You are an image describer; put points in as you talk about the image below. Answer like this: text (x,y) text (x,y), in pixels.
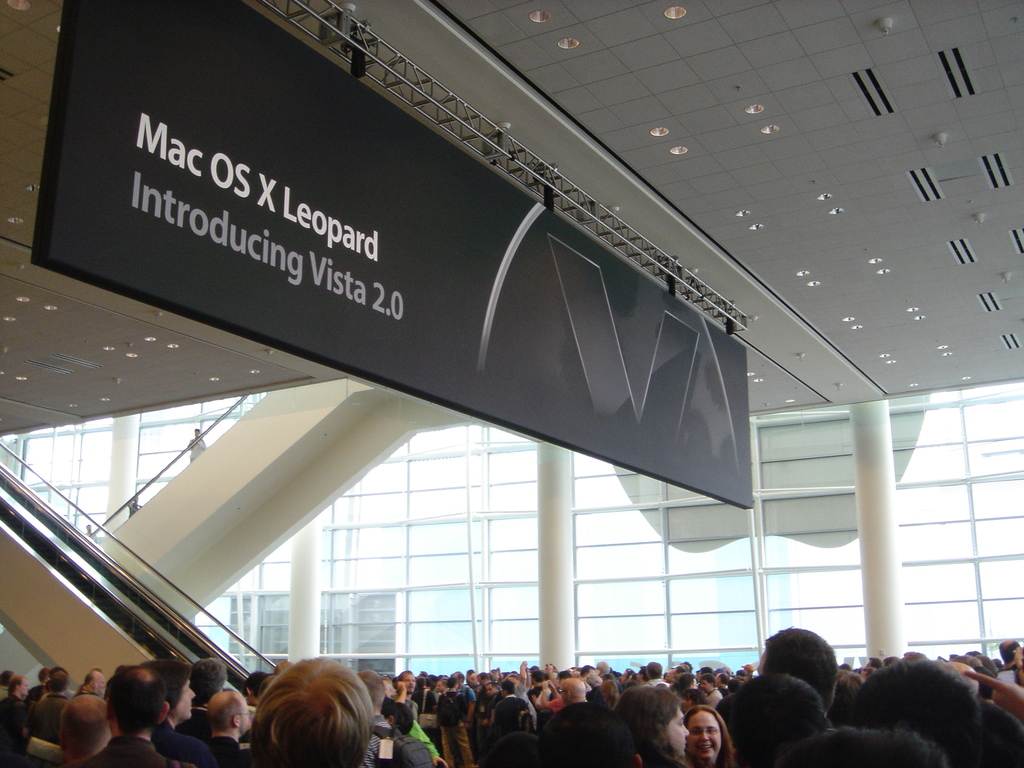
At the bottom of the picture (340,745), we see people (541,699) standing. Beside them, there are pillars (304,651). On the left side (194,524), we see staircases (198,516). In the background (632,535), we see glass windows (701,564) from which we can see the buildings (385,666). At the top of the picture (524,125), we see the ceiling (603,83) of the room (392,335).
